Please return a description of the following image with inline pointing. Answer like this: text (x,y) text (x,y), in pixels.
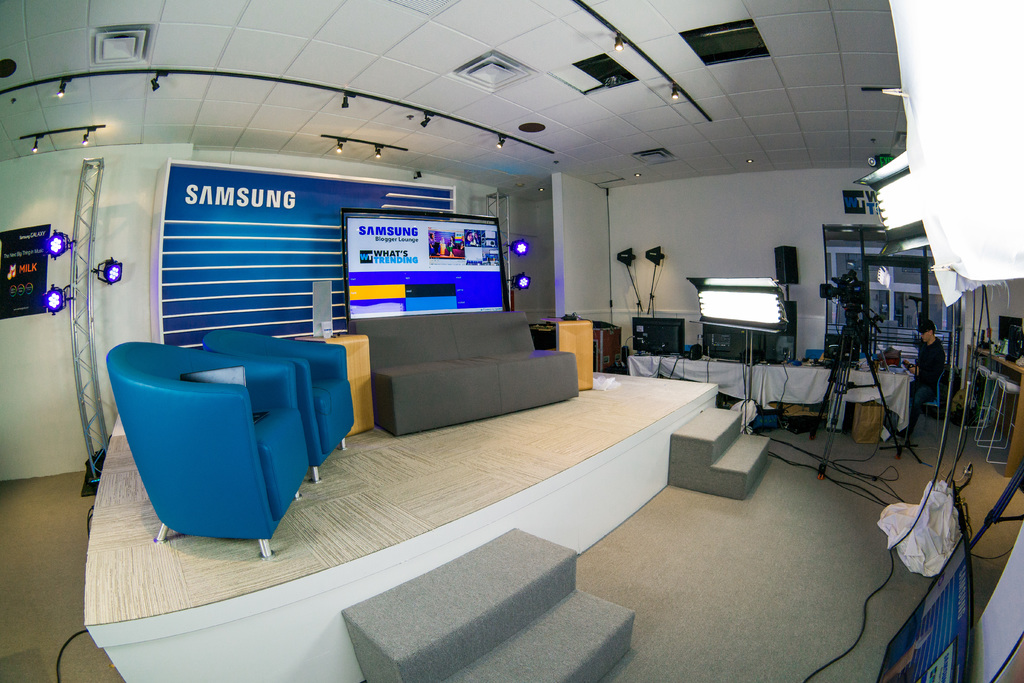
This picture is an inside view of a room (554,498). In the center of the image (544,443) we can see a stage (472,451). On stage (569,416) we can see a couch (452,396), chairs (325,404), tables (582,340). In the middle of the image (665,373) we can see a table (840,386). On the table (822,358) we can see the clothes (806,382), speakers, screen (705,338) and some other objects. In the background of the image (616,285) we can see the wall (576,269), screen (356,276), lights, boards (204,240), a person (939,360) is sitting, tables (1019,398) and other objects (1018,330). At the top of the image (496,84) we can see the roof (427,45) and lights (923,117). At the bottom of the image (821,582) we can see the floor (837,525), cloth (901,525), board (899,639) and wires (860,459). On the right side of the image (848,288) we can see a camera (861,299) with stand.
